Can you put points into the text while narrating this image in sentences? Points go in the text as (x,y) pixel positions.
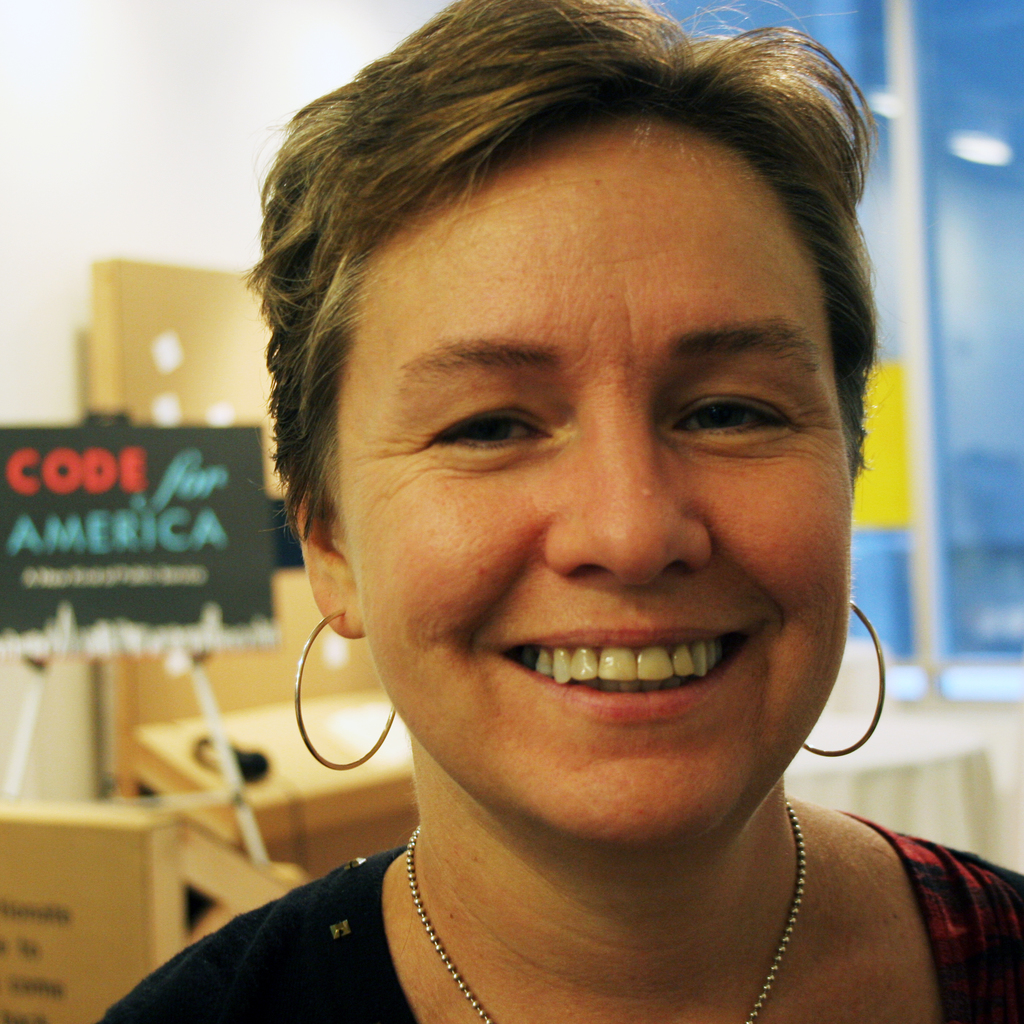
In this image I can see a person (596,945) and the person (390,930) is wearing black and red color shirt (363,933). Background (15,398) I can see few cardboard boxes (186,732), a black color board (213,523) attached to the pole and the wall (200,166) is in white color.
